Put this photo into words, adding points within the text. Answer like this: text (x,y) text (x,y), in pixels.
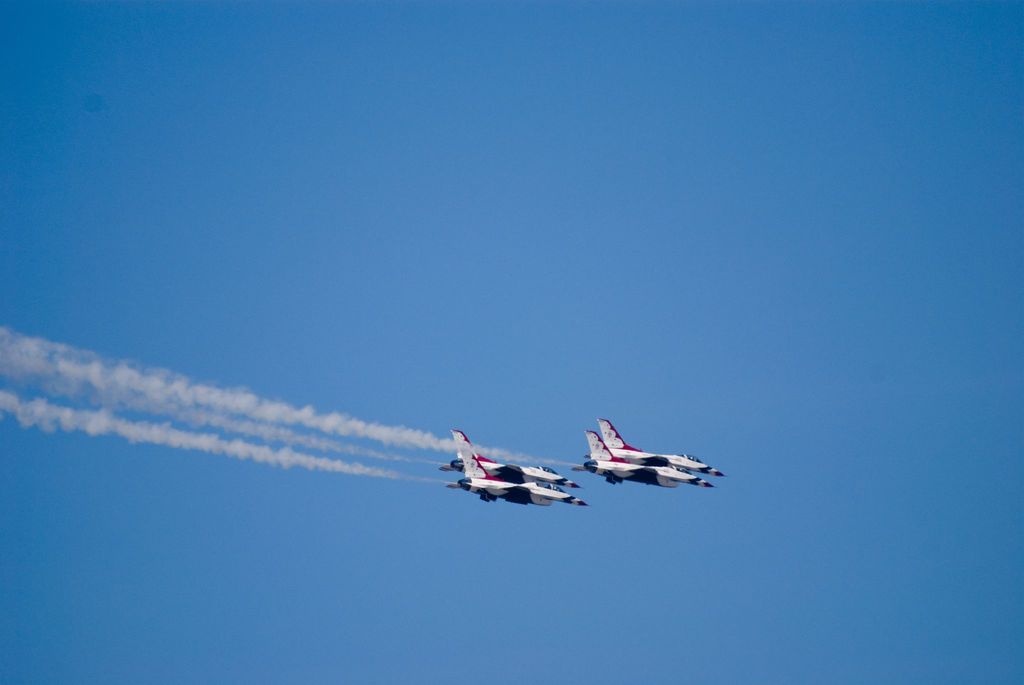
In the middle of the image (618,455) I can see jets (498,492) are flying in the air (496,424). Smoke (496,454) is coming out from the jets (495,467). In the background of the image (777,376) there is sky (486,304).
